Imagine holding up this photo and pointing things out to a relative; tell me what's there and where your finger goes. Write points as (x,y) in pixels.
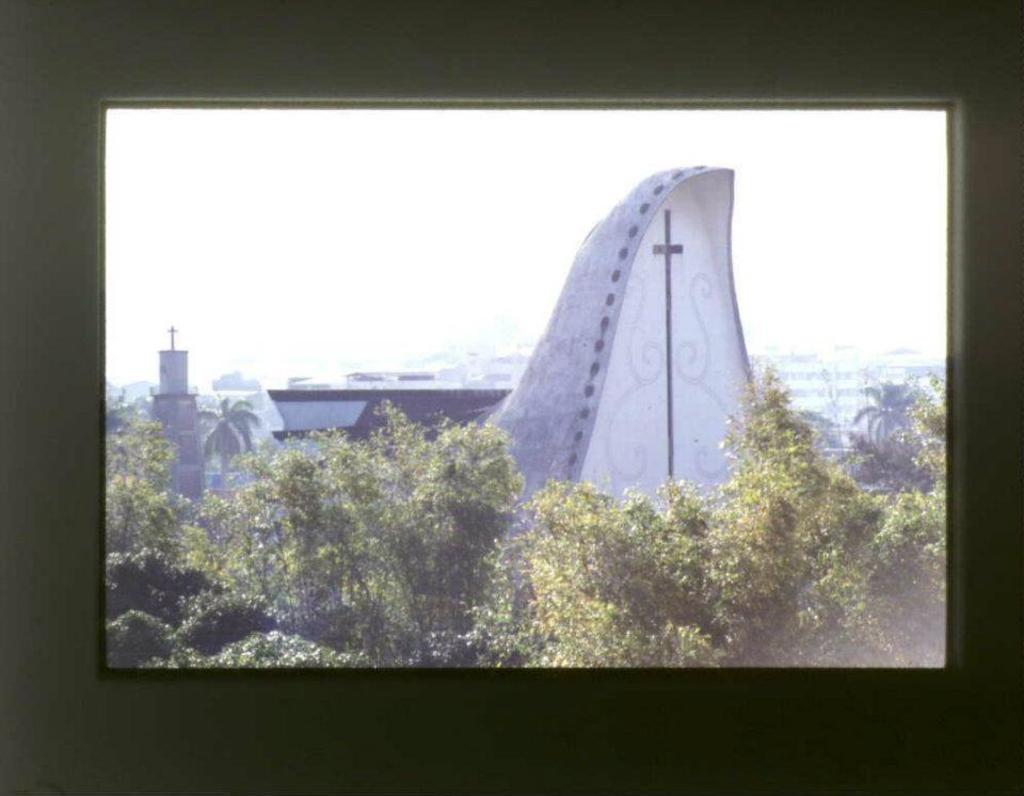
In this image we can see a few buildings (280,413), trees (335,613) and cross symbols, also we can see a tower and the sky (391,161).
